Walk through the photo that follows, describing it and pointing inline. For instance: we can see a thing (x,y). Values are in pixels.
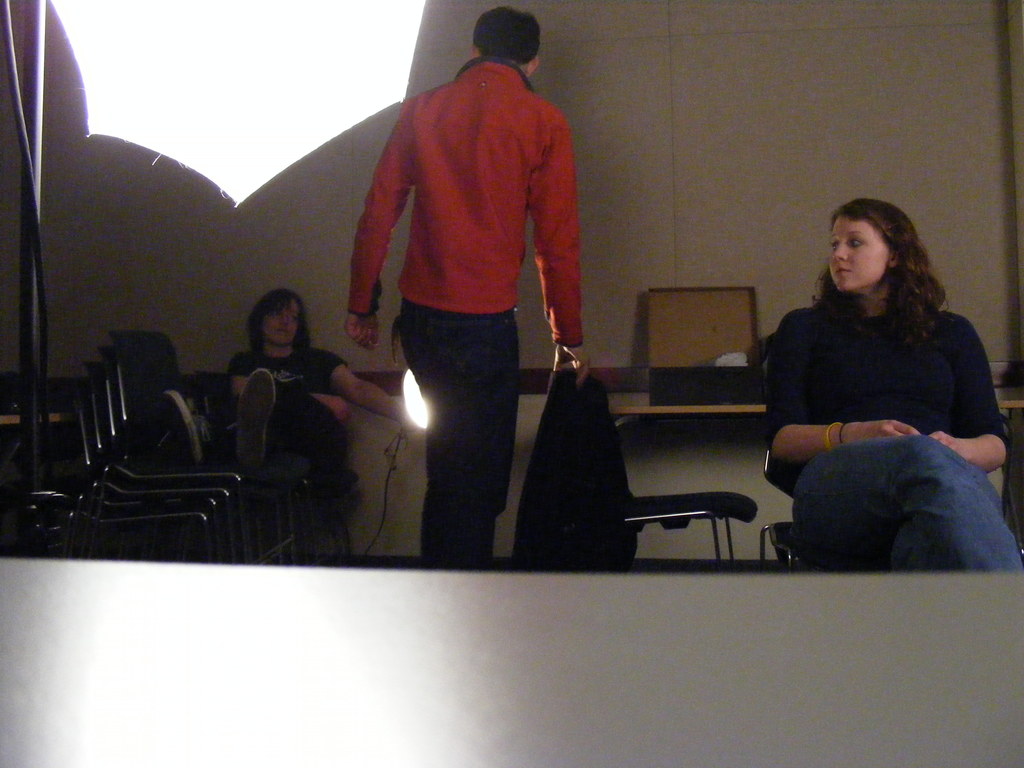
In this image we can see three persons (911,410) two ladies (881,455) and a man (418,274) who is wearing red color shirt (458,309) and two ladies (251,456) wearing black color T-shirt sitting on chairs (159,410) and at the background of the image (651,407) there is table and wall (709,141).
